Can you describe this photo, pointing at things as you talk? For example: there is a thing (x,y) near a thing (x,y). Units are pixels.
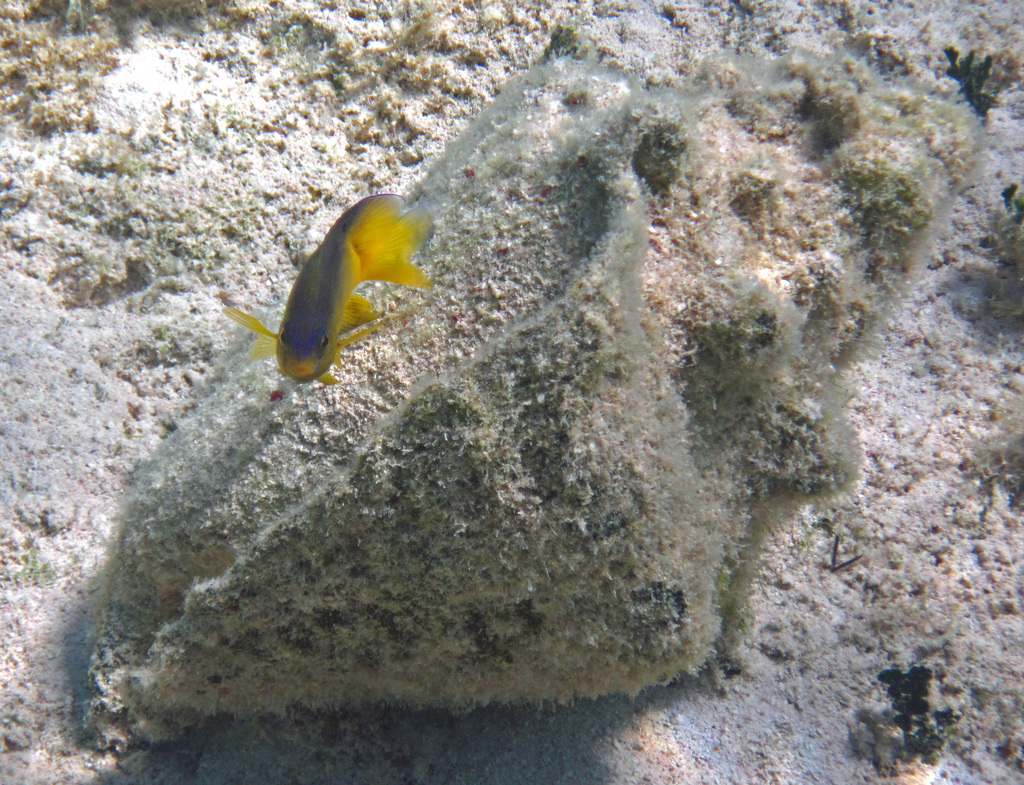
In this picture we can see a fish (322,251).
